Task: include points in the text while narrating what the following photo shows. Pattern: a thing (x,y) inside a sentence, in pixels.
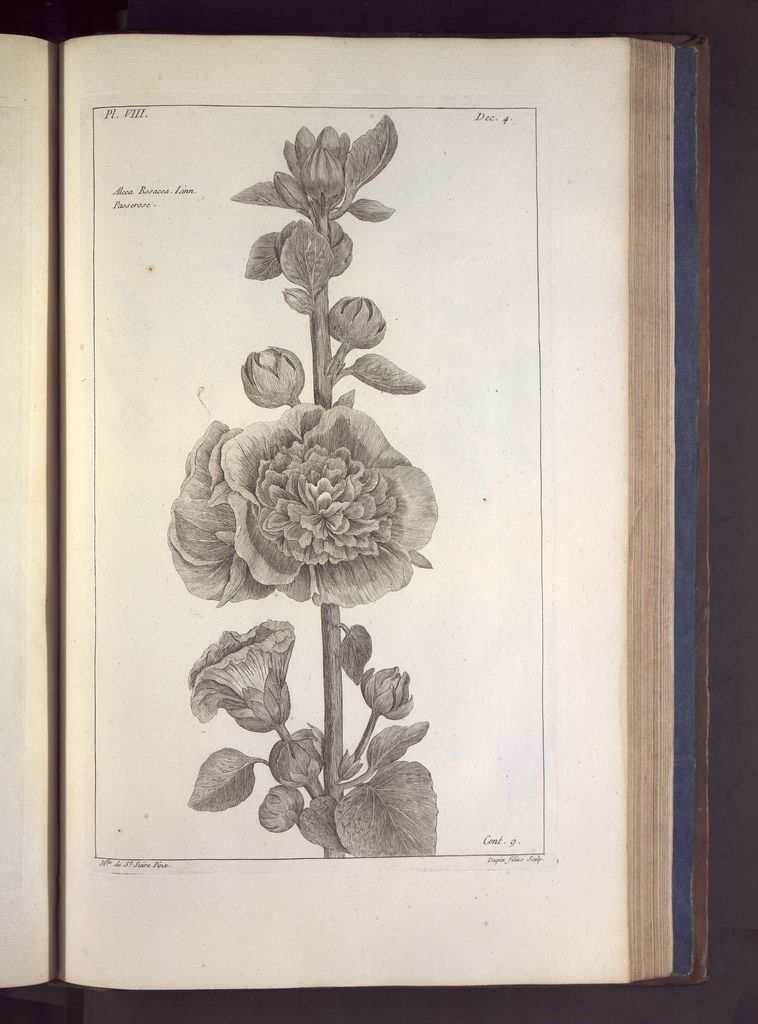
This image consists of a book (559,975). Here I can see a painting (295,473) of a stem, to this stem (332,791) I can see flowers (299,486), buds (281,363) and leaves (278,203).
